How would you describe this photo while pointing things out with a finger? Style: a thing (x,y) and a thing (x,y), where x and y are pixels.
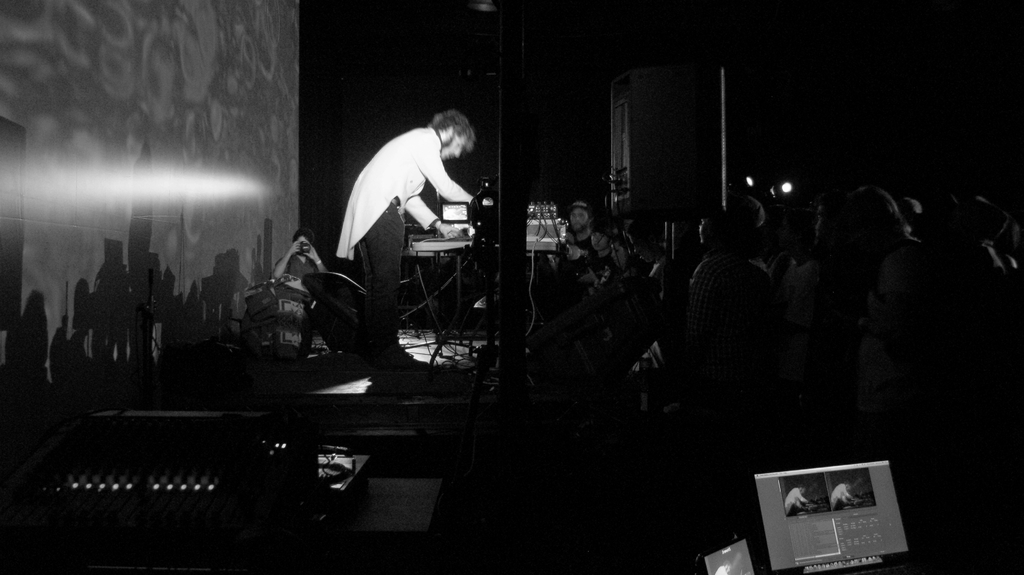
This is a black and white image. There are so many people (779,326) on the right side (846,354). There is one man (406,168) in the middle (398,225). He is playing something. There are musical instruments (545,243) in the middle (530,207).
